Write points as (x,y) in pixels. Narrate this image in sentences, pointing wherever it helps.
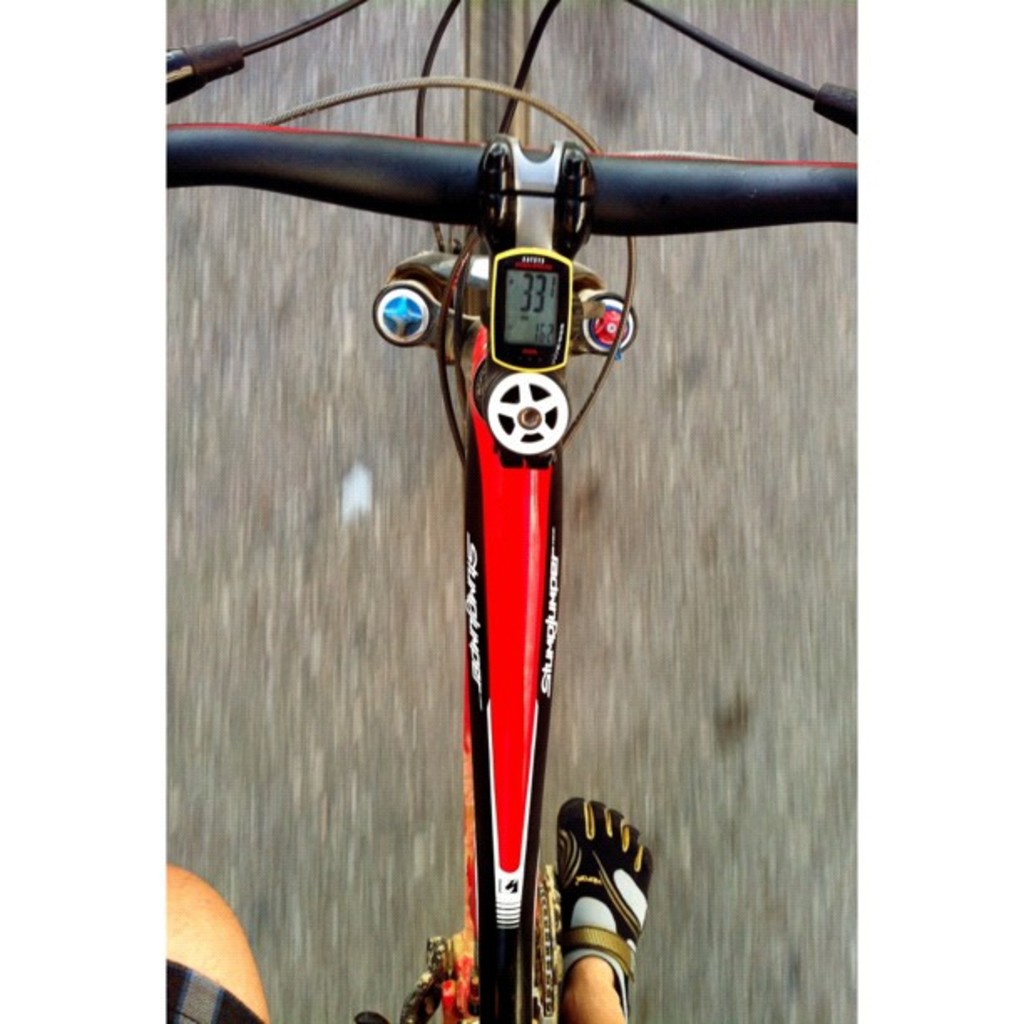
In this image we can see some person (640,914) riding the bicycle (563,194). We can also see speedometer (519,249). In the background (409,582) we can see the road (681,639).
